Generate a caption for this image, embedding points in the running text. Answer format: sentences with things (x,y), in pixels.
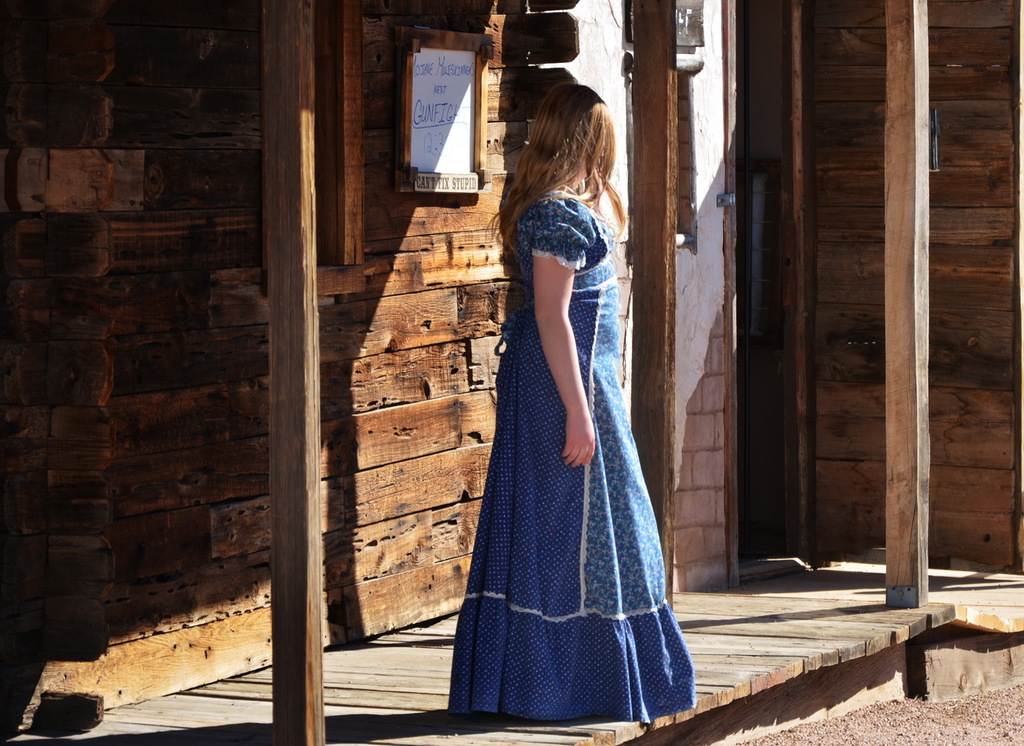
In the picture we can see a wooden house (118,478) with a path (15,743) to it, we can see a girl (561,510) standing, she is in a blue dress (557,511) and to the wall (395,384) we can see a frame (420,46) and a white board (469,162) and written something on it.
